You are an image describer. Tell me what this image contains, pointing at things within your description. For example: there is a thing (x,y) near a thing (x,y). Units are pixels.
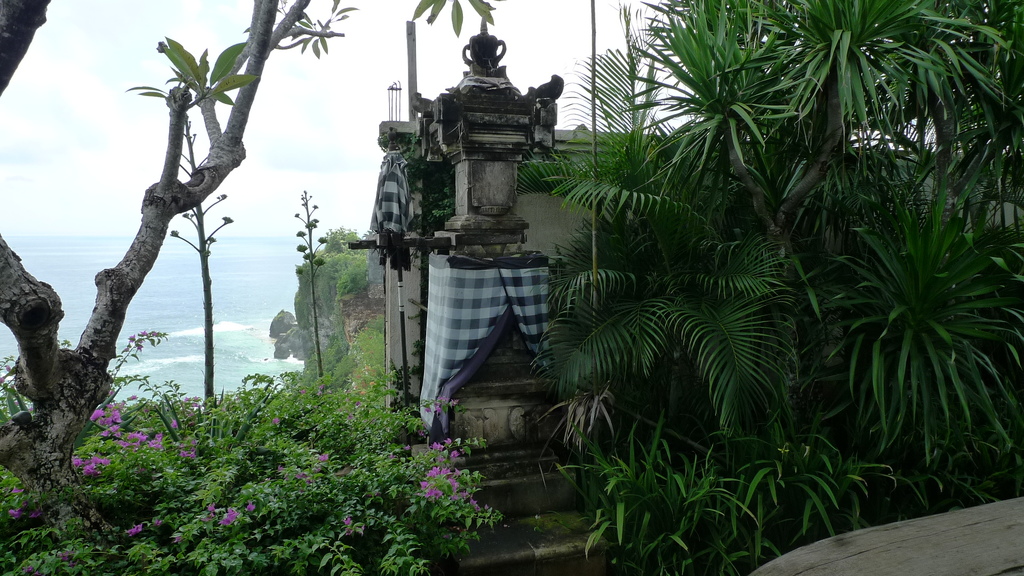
In this picture on the left side (191,270) I can see the ocean (171,258) and trunk (41,367) of tree (33,396) and plants (102,491) and top of plants (247,442) I can see flowers (91,459) and the sky (269,109) visible at the top (381,90) and in the middle (384,294) I can see the wall (460,154), on the wall (421,167) I can see clothes (455,346) attached, on the right side (944,146) I can see plants (893,205) and at the bottom (509,506) I can see staircase (533,539).
